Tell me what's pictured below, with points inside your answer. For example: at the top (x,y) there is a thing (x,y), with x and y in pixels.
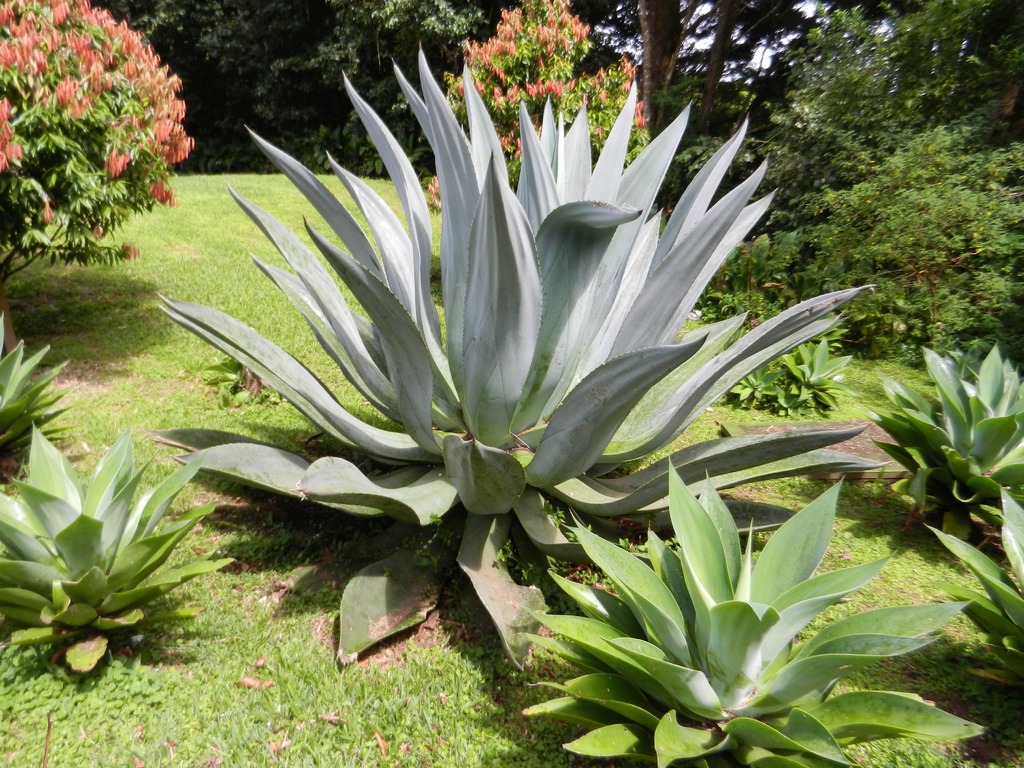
At the bottom of this image (793,553), there are plants (416,369) and grass (280,651) on the ground (292,647). In the background (913,300), there are trees (762,6), plants (602,119) and grass (74,442) on the ground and there is sky (736,31).
